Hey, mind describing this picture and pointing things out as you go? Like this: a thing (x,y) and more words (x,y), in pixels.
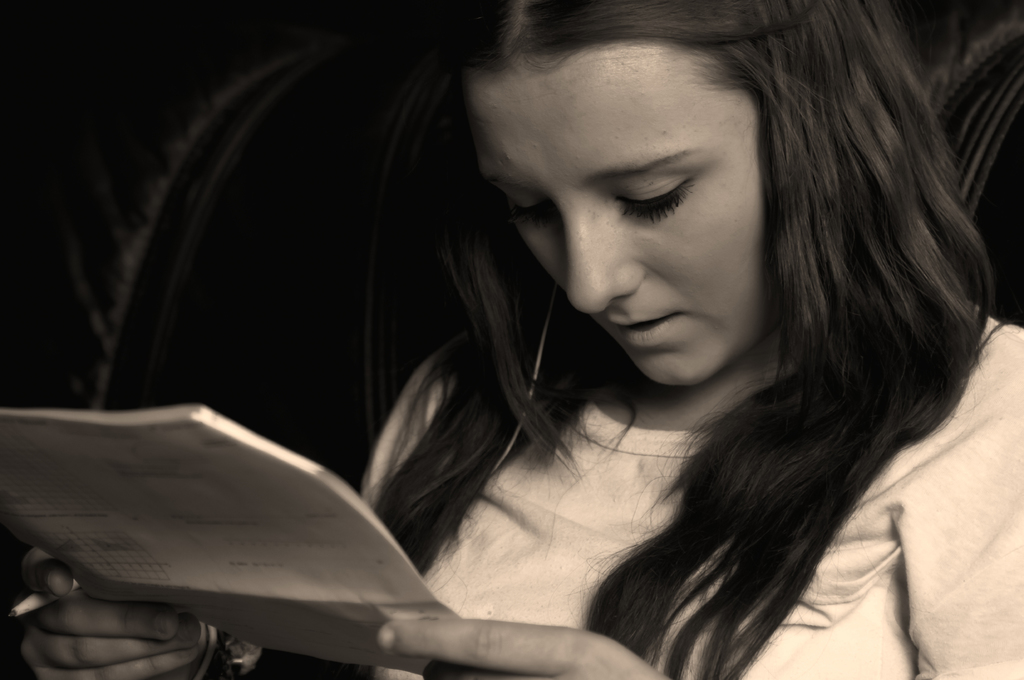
This is a black and white image. Here I can see a woman (599,288) holding a paper (364,613) and a pen (19,608) in the hands (103,603) and looking at the downwards. The background (157,383) is in black color.
